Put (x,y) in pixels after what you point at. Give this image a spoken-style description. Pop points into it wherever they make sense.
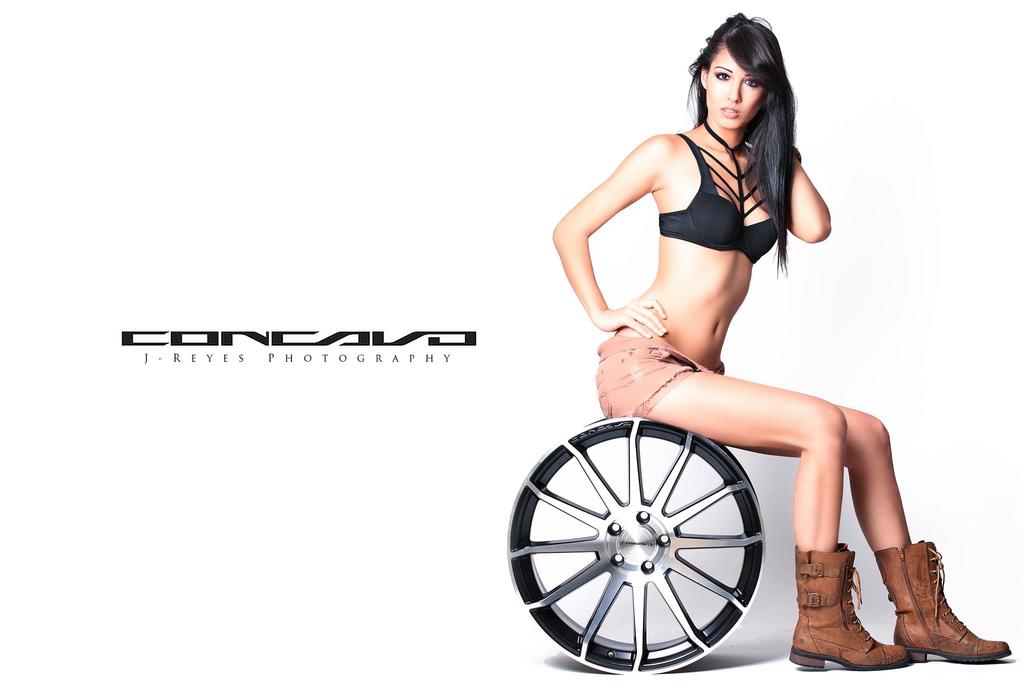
On the right side of this image (685,234) there is a woman (733,388) sitting on a wheel (673,459) and giving pose for the picture. On the left side (226,356) there is some text (406,354). The background (305,511) is in white color.
